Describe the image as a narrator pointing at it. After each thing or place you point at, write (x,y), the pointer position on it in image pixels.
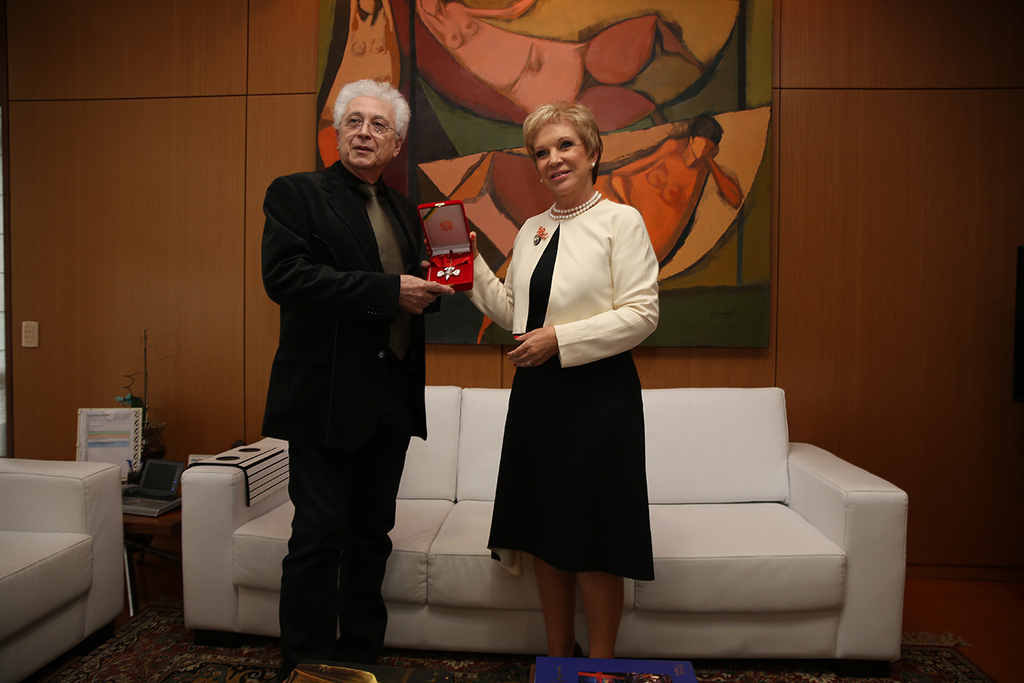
This picture shows a man (352,448) and a woman (551,429) standing and holding a ornament (459,215) in their hands (477,245) and we see a sofa (804,578) and a chair (109,550) and we see a frame (675,70) on the wall (308,33).
